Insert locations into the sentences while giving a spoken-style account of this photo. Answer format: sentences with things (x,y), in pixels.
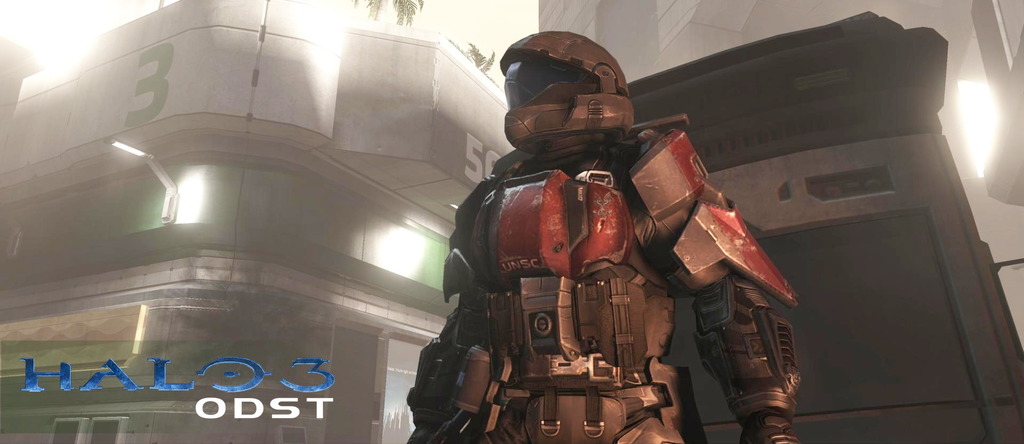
There is a person (577,241) with a costume (585,247). In the background (325,165) there are buildings (808,125) with lights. In the left bottom corner (199,408) there is something written.
